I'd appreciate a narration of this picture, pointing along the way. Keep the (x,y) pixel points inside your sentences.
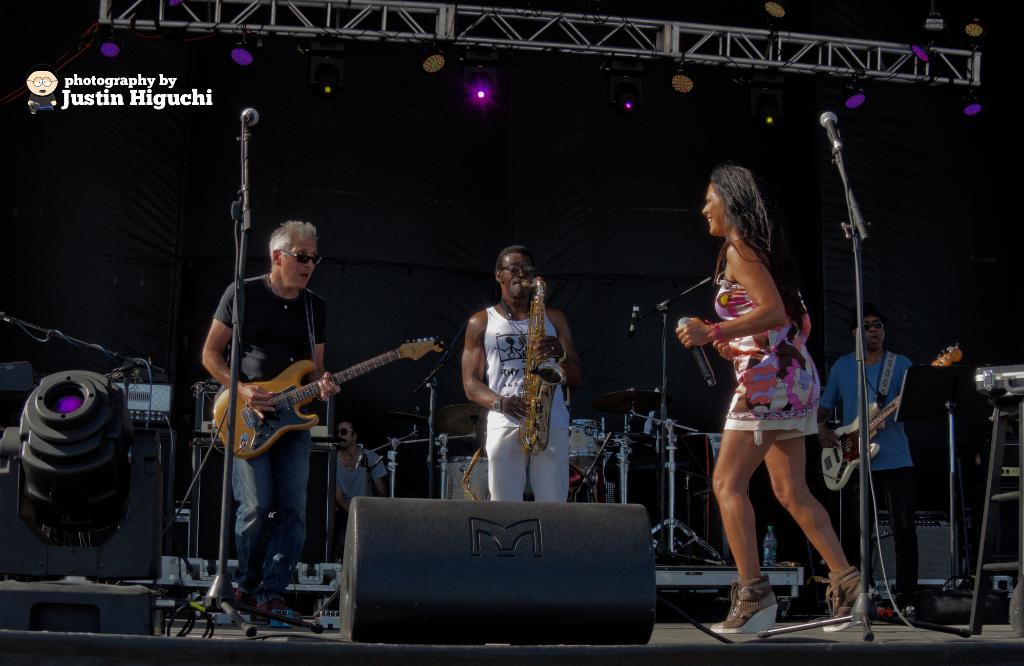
In this picture we can see three men (471,350) and a woman (691,331), this woman (785,362) is holding a microphone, a man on the left side (292,378) is playing a guitar (404,356), a man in the middle (482,368) is playing a saxophone (552,380), a man (891,440) on the right side (851,431) is playing a guitar (840,437), in the background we can see another person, there are two microphones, and a music stand (931,414) in the front (931,417), in the background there are some musical instruments (647,426), there is some text (156,97) at the left top of the picture (154,102).
